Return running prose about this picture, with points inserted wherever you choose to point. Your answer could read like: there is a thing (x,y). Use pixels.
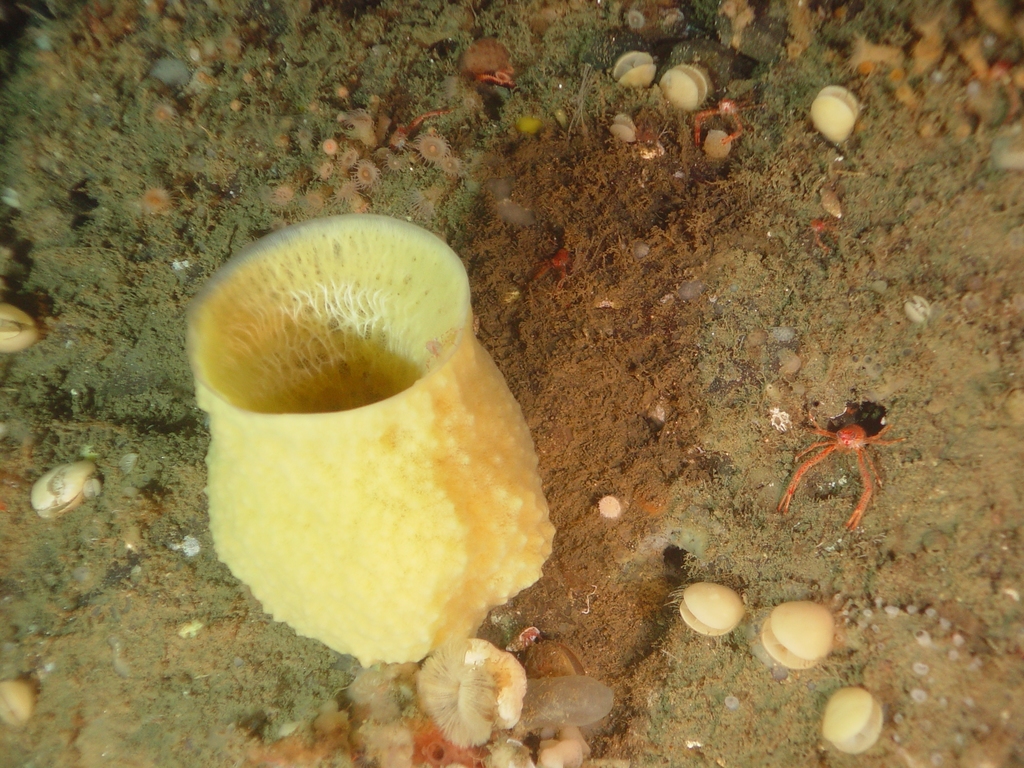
In this image we can see aquatic plants (378,54) and animals (868,478).
